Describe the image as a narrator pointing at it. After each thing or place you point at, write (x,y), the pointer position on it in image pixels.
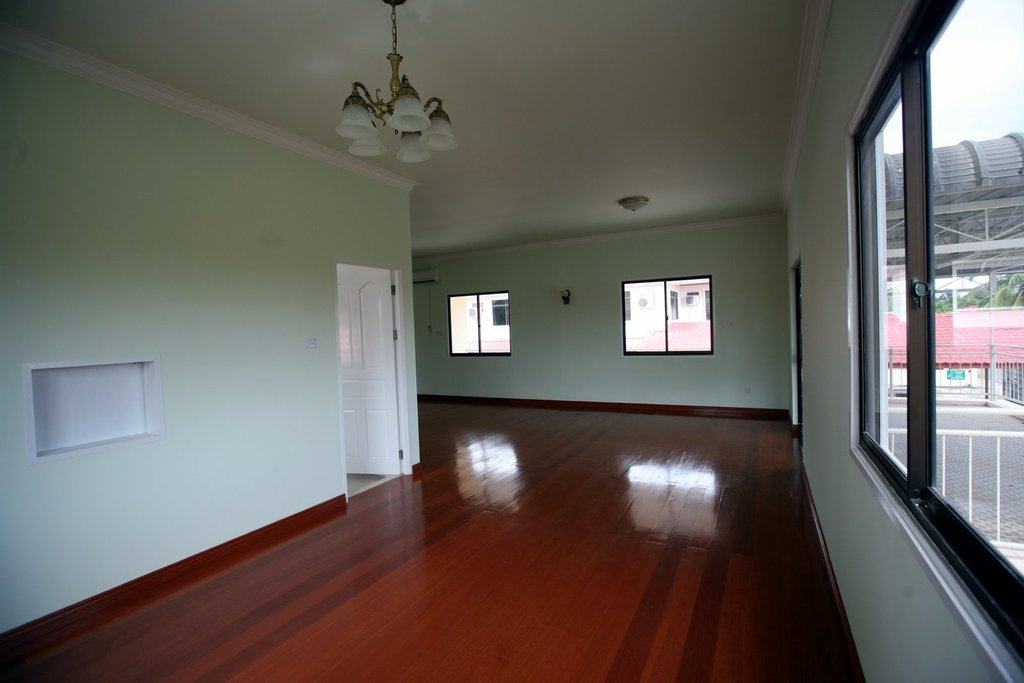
This is the inside picture of the building (406,412). In this image there are doors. At the bottom of the image (595,533) there is a floor (492,528). On top of the image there is a chandelier (362,140). In the background of the image (567,263) there is a wall (581,320). There are glass windows (986,510) through which we can see the railings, buildings (962,351), trees (984,302) and sky (957,287).
